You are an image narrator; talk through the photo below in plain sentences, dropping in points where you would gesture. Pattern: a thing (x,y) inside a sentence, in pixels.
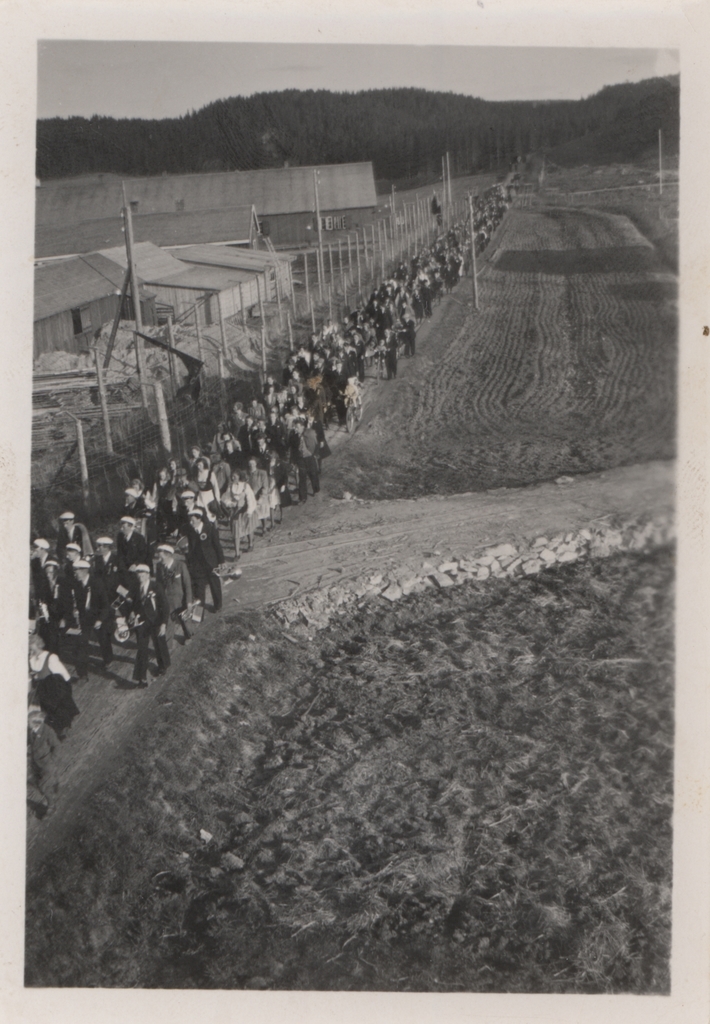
In the image we can see there are people (158,564) standing on the road (481,251). Beside there are buildings (249,282) and the image is in black and white colour.
